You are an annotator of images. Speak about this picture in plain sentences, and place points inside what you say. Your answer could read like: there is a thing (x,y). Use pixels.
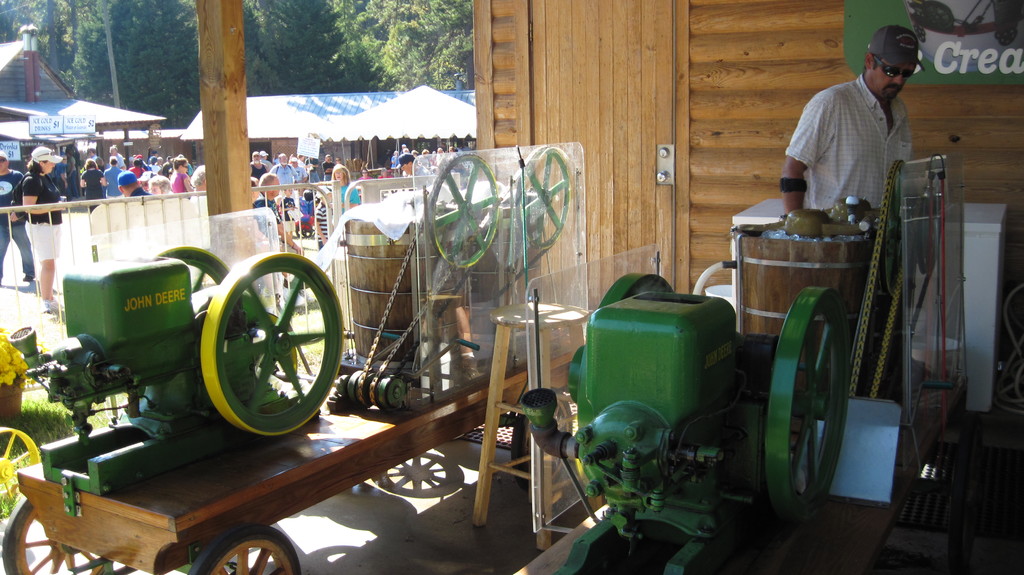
In this picture there are motors (609,305) on the left side of the image (216,293) and there is a man (909,31) who is standing on the right side of the image (787,195), there are people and sheds (292,115) on the left side of the image (341,115), there are trees (134,61) at the top side of the image (257,44).
